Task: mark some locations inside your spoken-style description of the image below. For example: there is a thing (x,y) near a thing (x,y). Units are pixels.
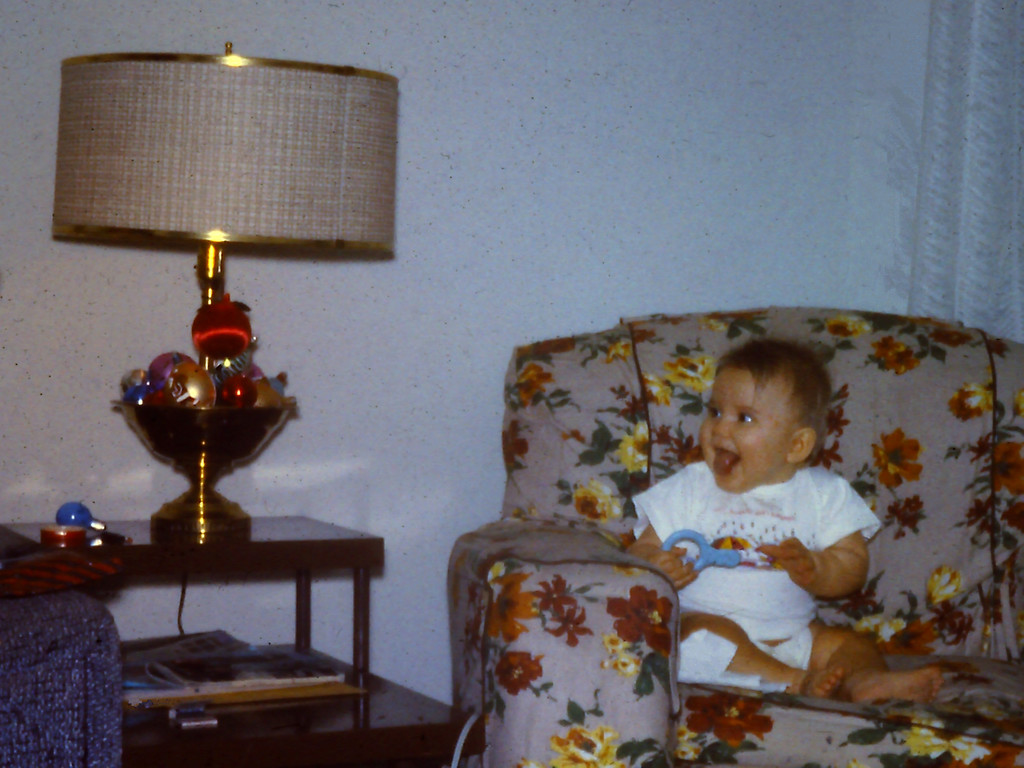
This picture is clicked inside the room (882,210). On the right bottom of this picture (743,754), we see a sofa (504,533) on which a baby (843,551) with white T-shirt (743,528) is sitting on it and is laughing. Beside the baby (701,526), we see a table (278,566) on which lamp (225,85) is placed and behind that, we see a wall (665,168) in white color.
